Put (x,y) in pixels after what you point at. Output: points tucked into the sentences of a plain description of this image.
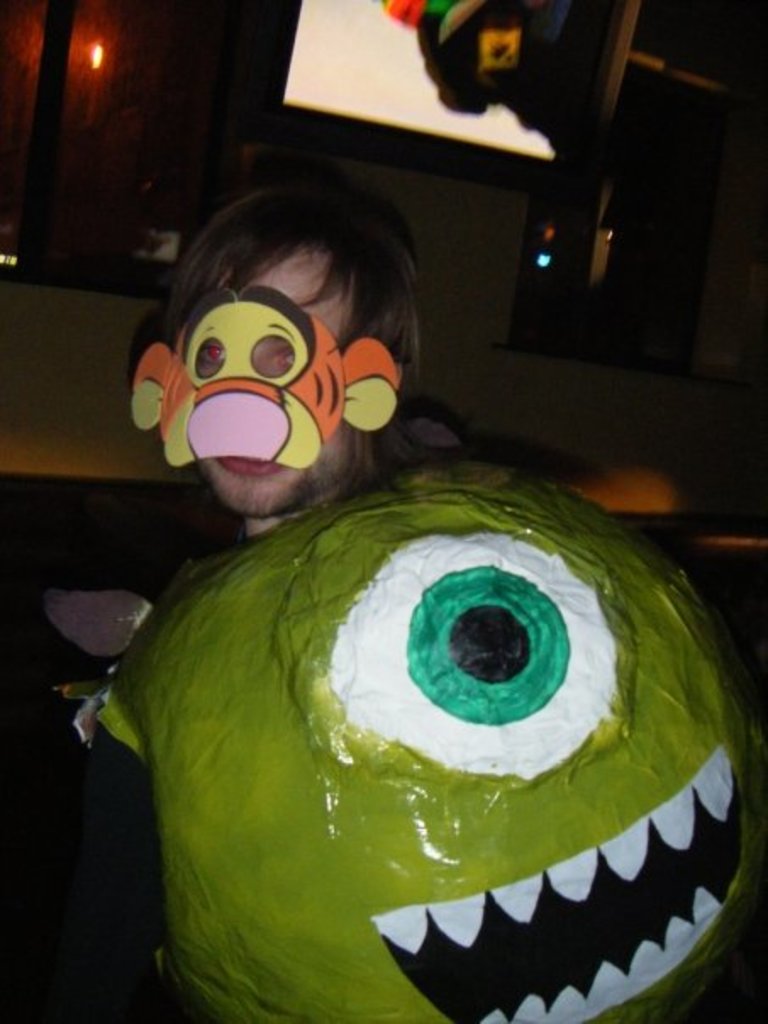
In this image there is a person (303,369) wearing mask (274,445) on his face (269,486), behind the person (168,381) on the wall (493,213) there is glass windows (136,182), at the top of the image (303,122) there is a television (416,103).
